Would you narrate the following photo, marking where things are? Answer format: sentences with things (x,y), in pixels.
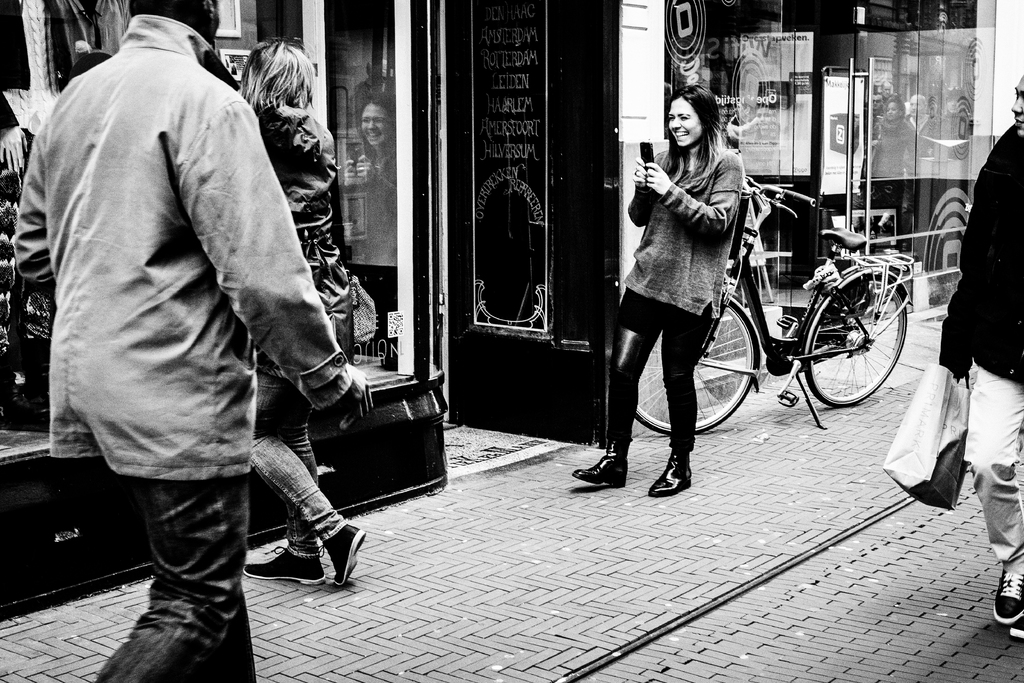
This is a black and white image, we can see there is one woman (630,273) standing and holding a mobile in the middle of this image (664,267). There is a bicycle (777,345) present on the right side of this woman (652,278), and there is one person (1008,316) standing and holding a bag (952,384) on the right side of this image (990,280). There are some other persons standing on the left side of this image (246,211), and there is a building (601,160) in the background (598,132).
